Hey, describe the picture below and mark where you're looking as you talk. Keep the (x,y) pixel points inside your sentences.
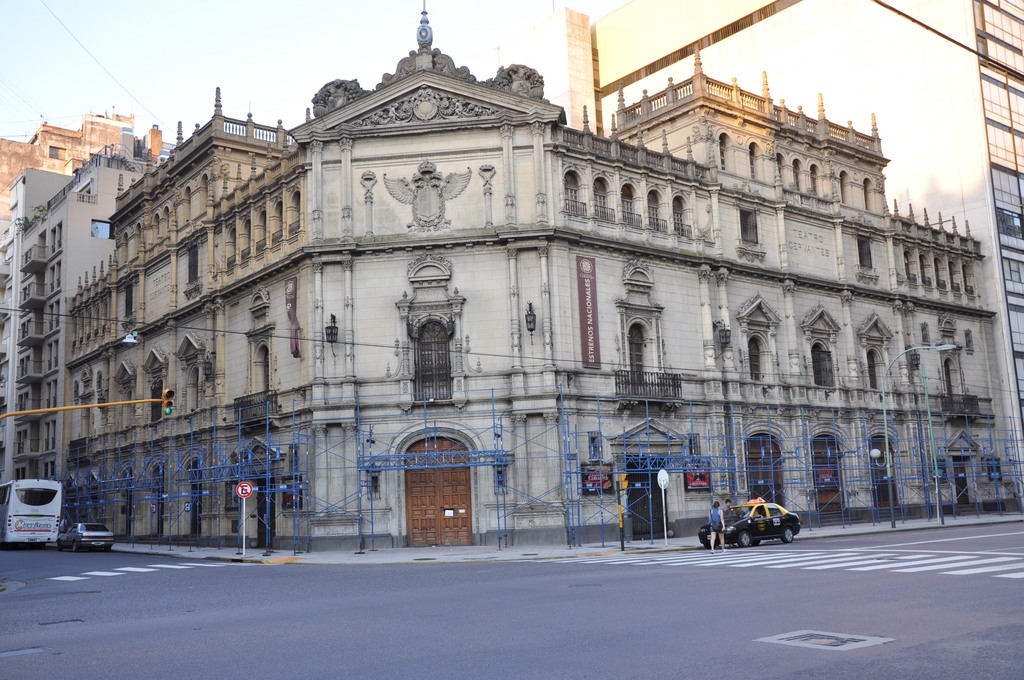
In this image a person (715,537) is walking on the road (742,548). Before him there is a vehicle (760,524) on the road (94,565). Behind the vehicle (729,522), there is a person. Few metal rods (561,499) are on the pavement (678,537). There are few poles (622,523) having boards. A traffic light (625,476) is attached to the pole (620,541). Right side there is a street light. Left side there are few vehicles (25,494) on the road (77,579). Background (226,432) there are few buildings (309,295). Left side (11,413) there is a traffic light (172,398) attached to the pole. A light (127,334) is attached to the wire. Top of the image (294,28) there is sky (194,45).
